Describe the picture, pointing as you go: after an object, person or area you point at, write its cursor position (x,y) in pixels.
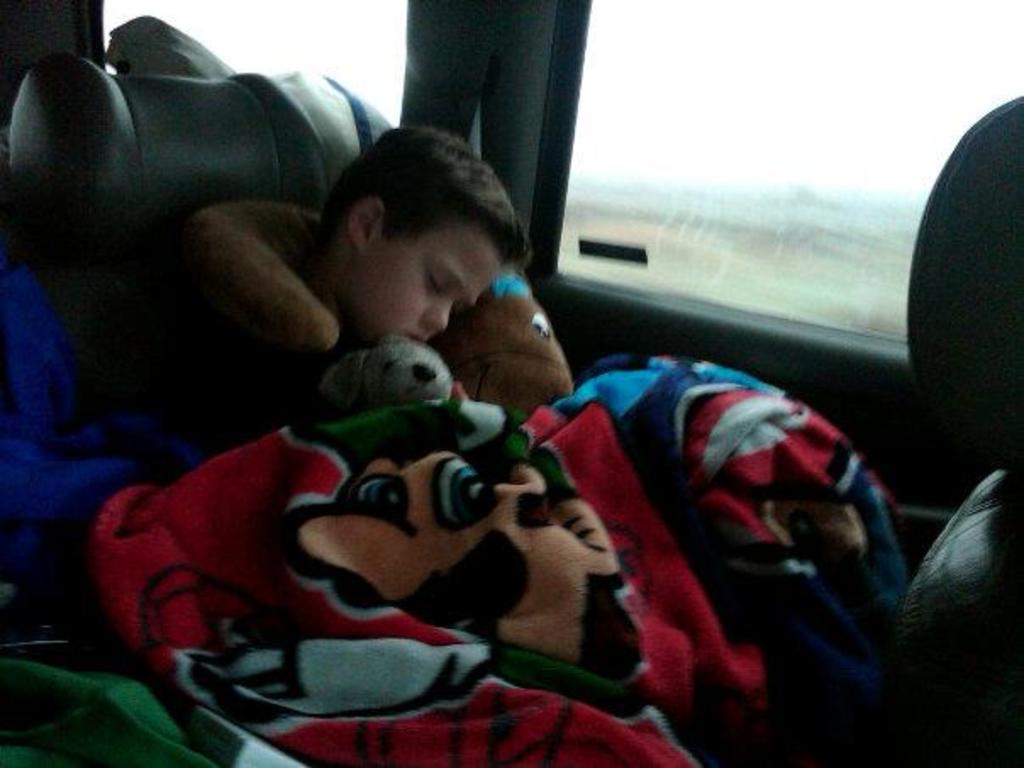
In the picture I can see a kid (421,244) sitting and sleeping and there is a doll (370,372) and a blanket (467,429) on him and there is a glass window (661,115) beside him.
